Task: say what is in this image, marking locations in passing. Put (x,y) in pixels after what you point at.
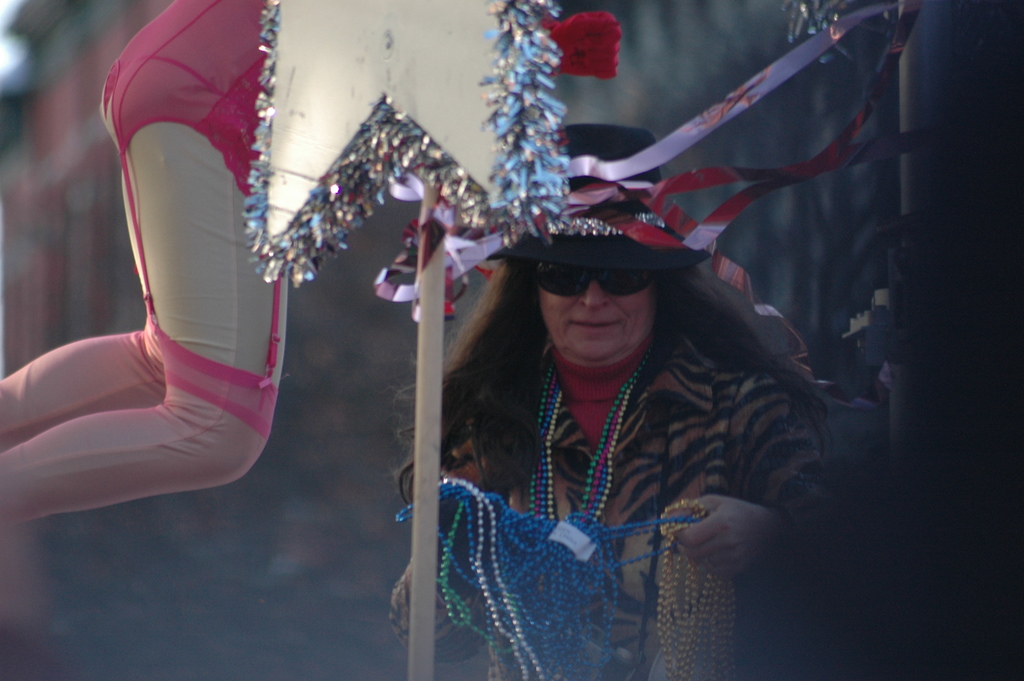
In this image there is a woman (774,399). On the left side (133,104), we can see mannequin legs (169,293).
